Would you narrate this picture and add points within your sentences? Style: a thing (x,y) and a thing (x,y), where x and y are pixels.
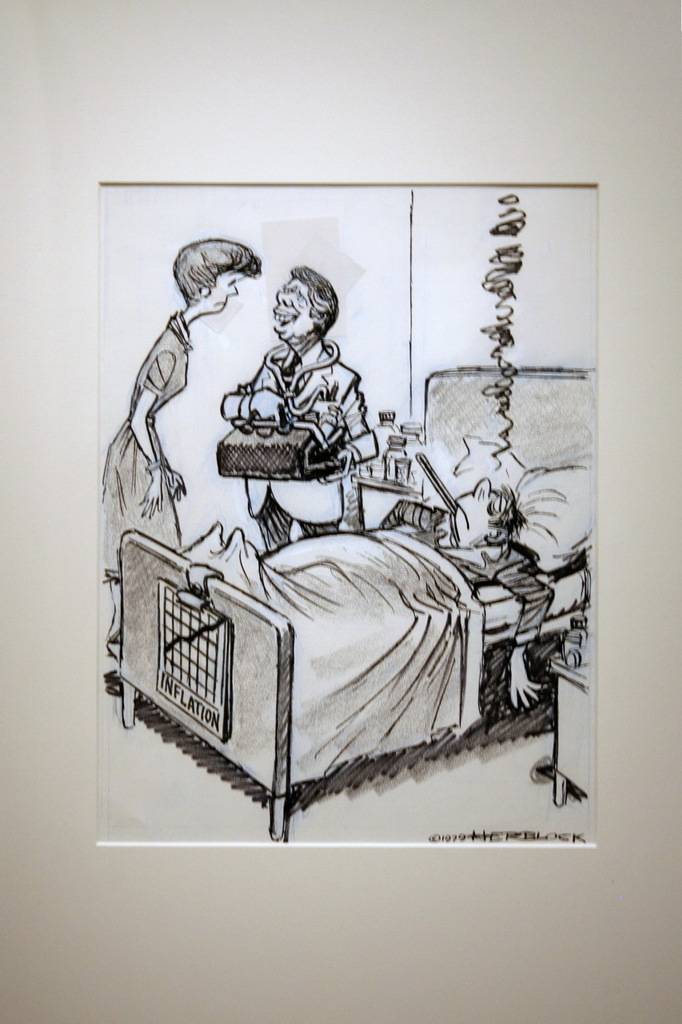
This is a picture of a cartoon art (344,541). Here, we see a man (519,622) lying on the bed (279,681). Beside that, we see two people (260,483) are standing. In the background (229,170), it is white in color. This picture might be taken from the newspaper (342,494) and pasted on the wall (31,504).
